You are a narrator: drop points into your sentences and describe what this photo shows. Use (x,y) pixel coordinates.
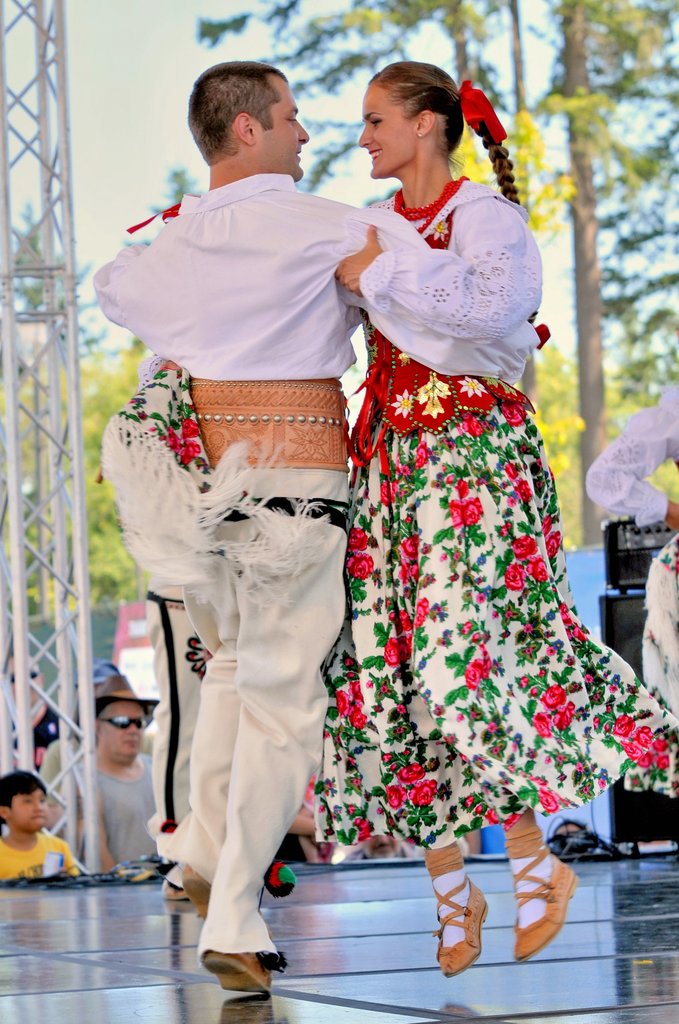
In this image we can see a man (345,479) standing on the floor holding a woman (410,560). We can also see a group of people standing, a device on a table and some wires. ON the backside (594,620) we can see a metal frame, a group of trees (562,492), a banner (580,586) and the sky (150,215) which looks cloudy.
